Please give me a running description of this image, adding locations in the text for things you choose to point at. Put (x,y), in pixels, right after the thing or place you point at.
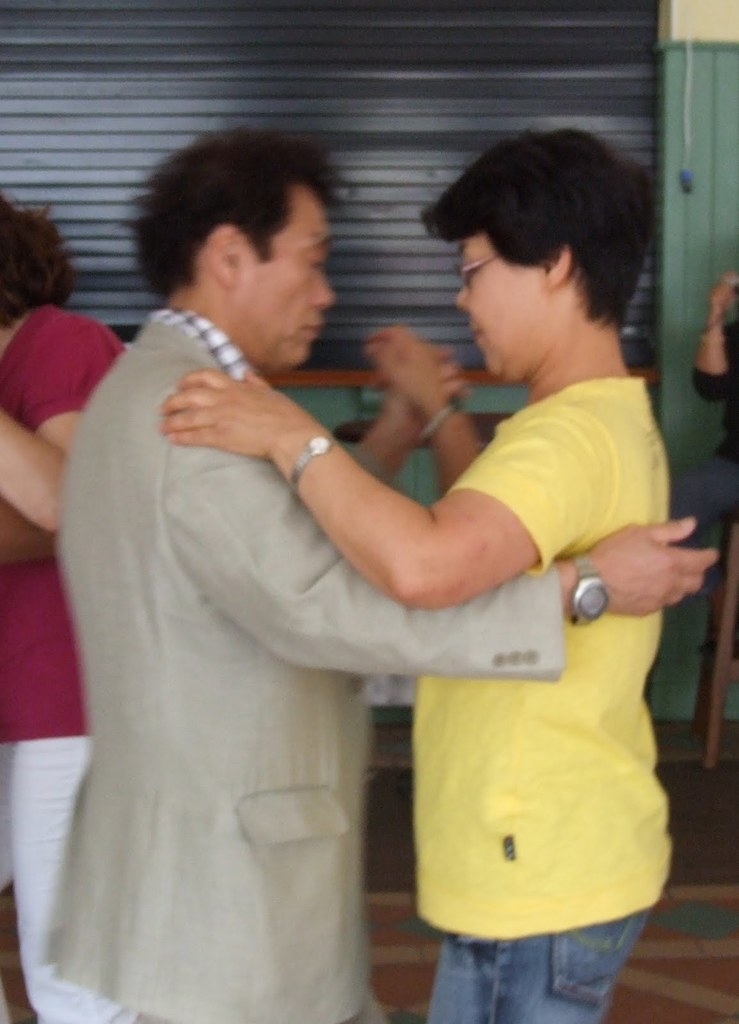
In this image we can see a man (229,532) and a woman (368,517) holding each other. Both are wearing watch (596,597). And the lady (527,444) is wearing specs (478,265). In the back (440,138) there is a wall (257,111). Also there is a person (63,447) on the left side (67,673). And there is another person (699,379) on the right side (727,402).
